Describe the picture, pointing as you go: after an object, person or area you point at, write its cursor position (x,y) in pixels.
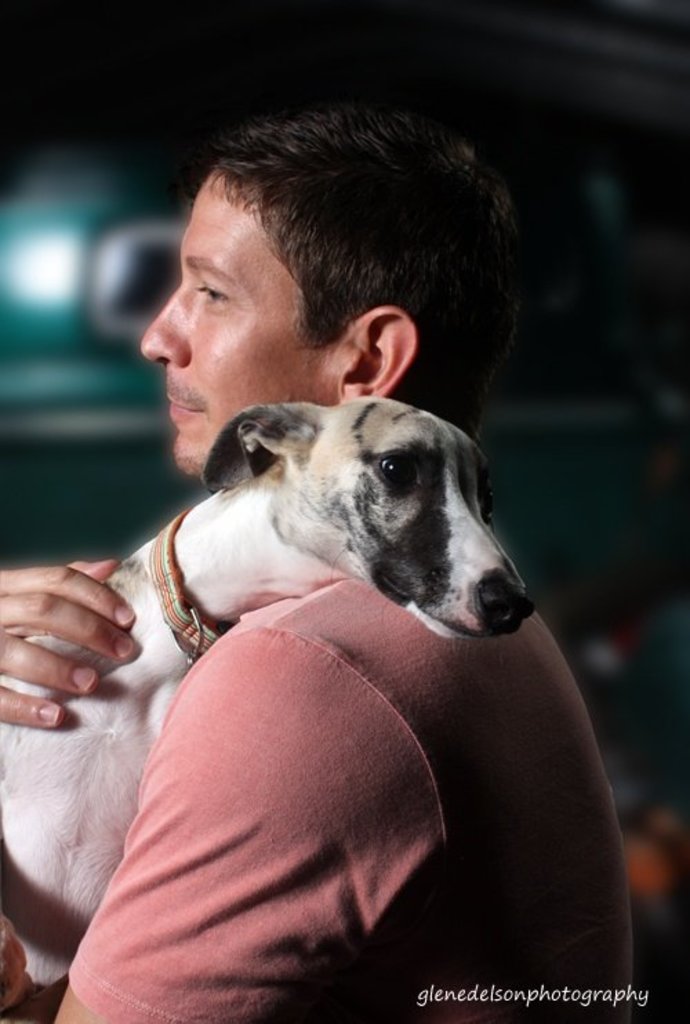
Here is a man (452,712) who is wearing peach color shirt (484,719), he is holding dog (114,667) in his arms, there is band (163,603) around dog's neck (162,614) and the dog (208,544) is of white color.
